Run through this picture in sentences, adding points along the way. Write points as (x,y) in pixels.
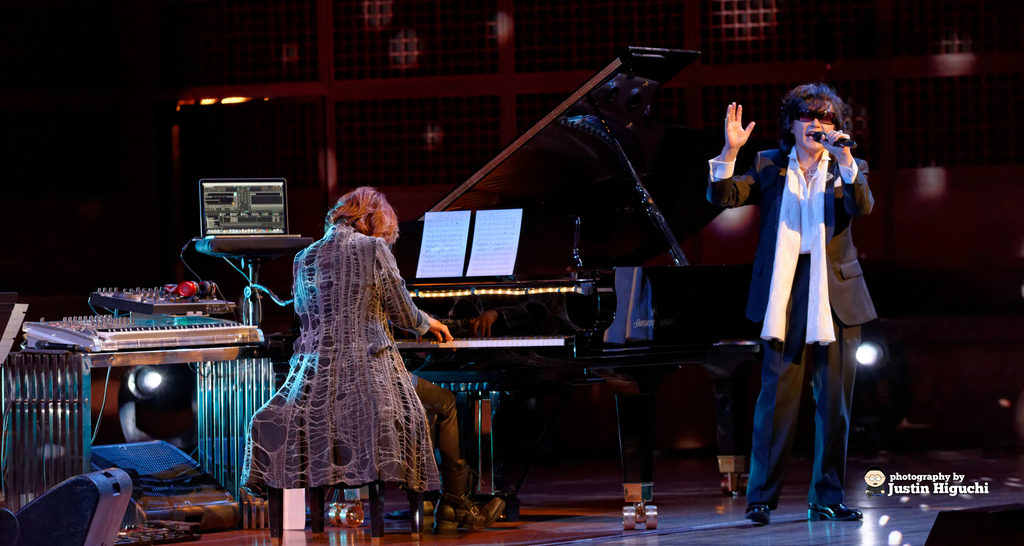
In this image there are two persons (829,319) on the stage (808,489). Towards the right (769,453) there is a man (867,314) holding a mike (823,136) and he is wearing black blazer (768,202), black trousers (841,368) and black shoes (817,506). In the center (385,359) there is a woman (278,460) and she is playing a piano (464,334). She is wearing a purple dress (407,294), besides there is a laptop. Towards the left (99,367) there is a table (238,470), on the table (87,398) there is a device (228,336). In the background (382,63) there is a wall (435,61).
